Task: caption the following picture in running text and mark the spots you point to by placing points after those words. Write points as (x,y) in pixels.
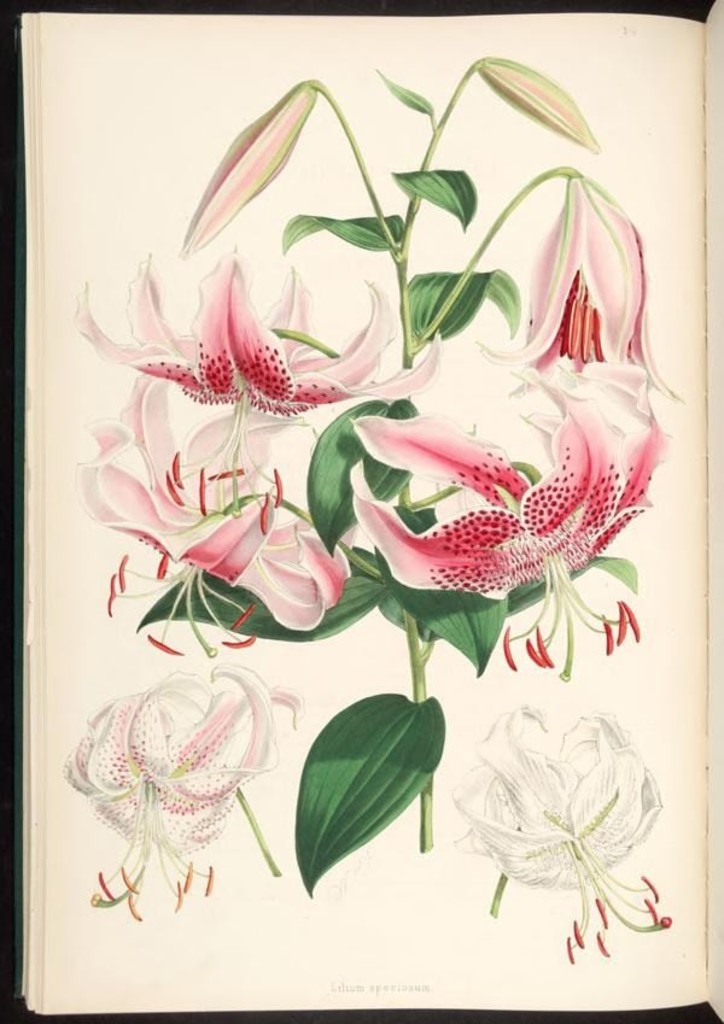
In this image we can see the picture (261,632) of a plant (372,496) with flowers (362,392) and two more flowers pictures (200,725) at the bottom (134,771) are on the page (255,240) of a book (45,84).
